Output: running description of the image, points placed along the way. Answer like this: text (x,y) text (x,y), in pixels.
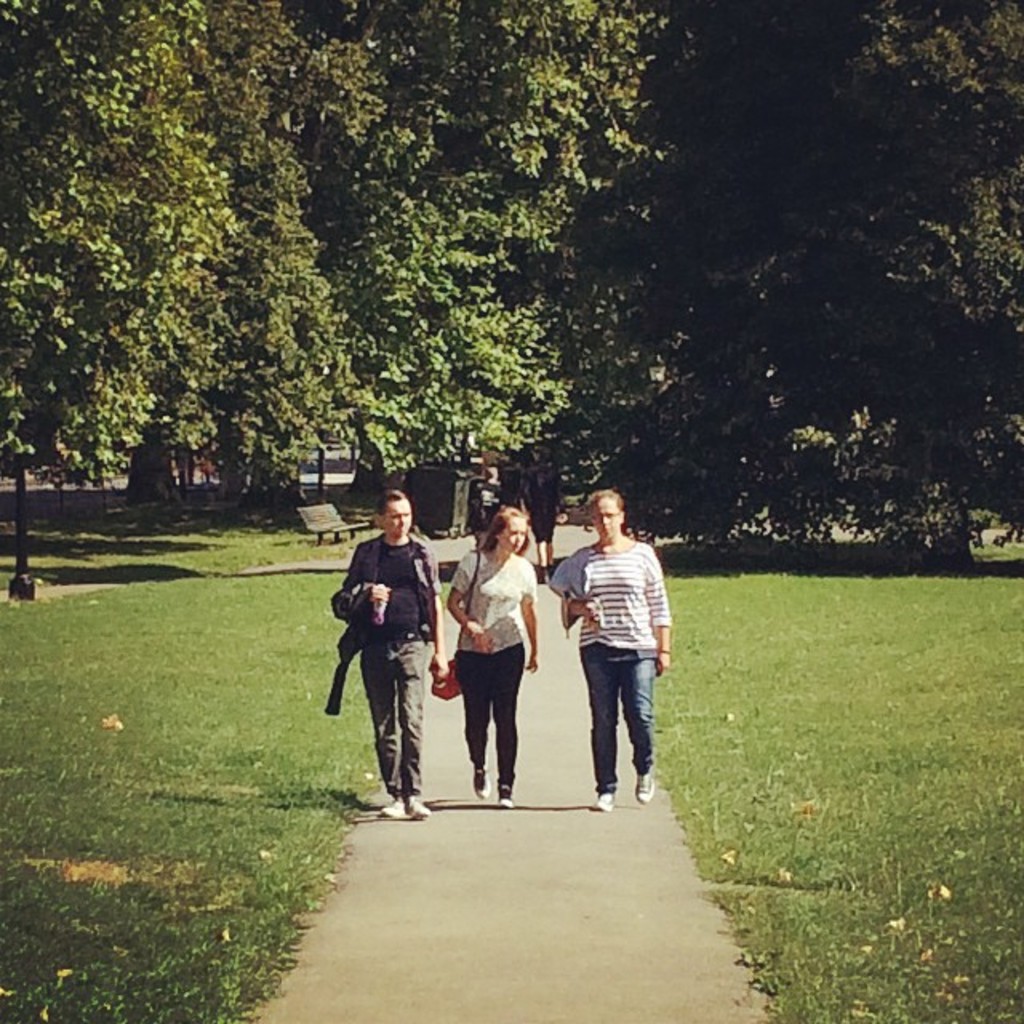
In this image I can see three persons (404,521) walking. In the background (736,307) I can see the bench (327,525) and few trees (449,219) in green color.
